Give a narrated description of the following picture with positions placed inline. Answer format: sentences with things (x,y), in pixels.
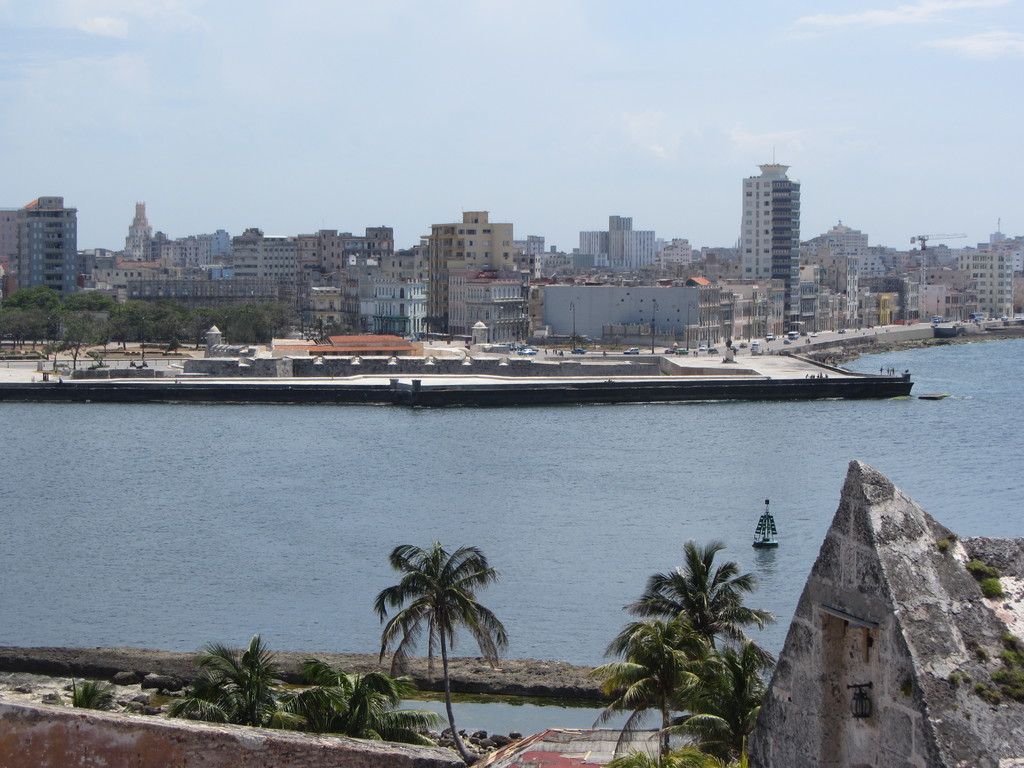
In the center of the image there is a buoy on the river (447,416), on the either side of the river (447,416) there are trees (467,587) and buildings (862,726).
